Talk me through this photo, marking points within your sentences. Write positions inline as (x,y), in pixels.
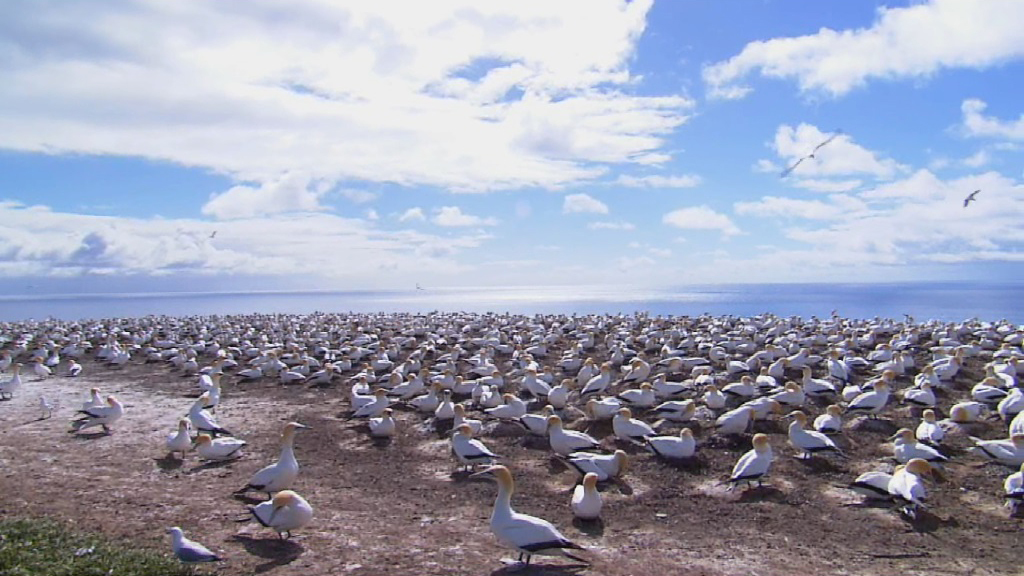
In the picture I can see white color birds (616,413) among them some are on the ground (660,423) and some are flying in the air (945,229). In the background (716,297) I can see the water (785,308) and the sky (590,234).
